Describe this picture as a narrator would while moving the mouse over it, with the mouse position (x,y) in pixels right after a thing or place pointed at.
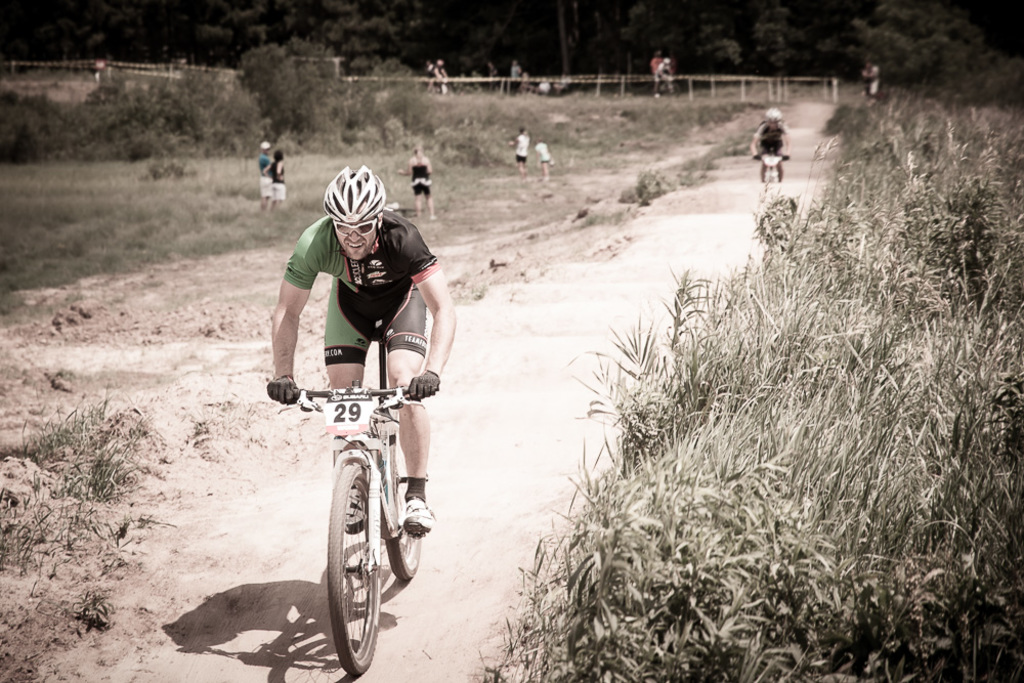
This image consists of many people (388,384). In the front (337,412), we can see a man (393,327) riding bicycle (377,582). At the bottom (487,592), there is a road (455,651). On the right (859,355), there are plants (931,393). On the left (170,199), we can see green grass (290,180) on the ground (388,195). In the background (493,34), there are many trees (294,52).
